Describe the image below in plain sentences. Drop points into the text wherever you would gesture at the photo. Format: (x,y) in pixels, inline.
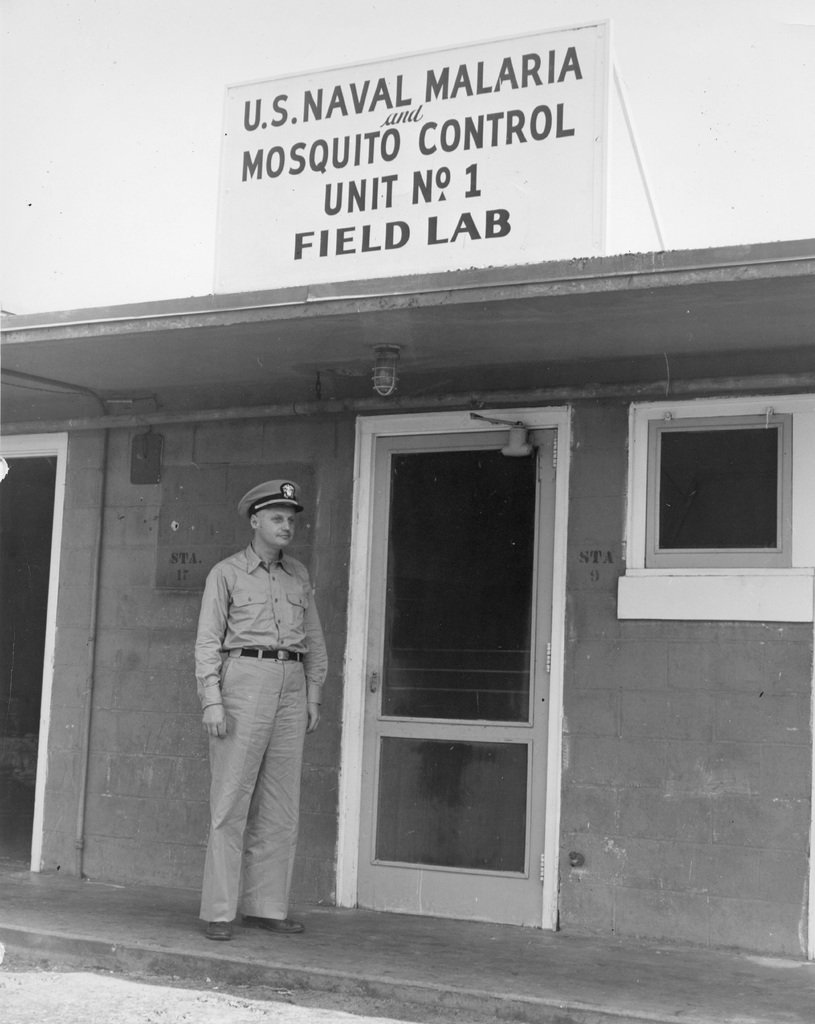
It looks like a black and white picture. We can see a man (273,801) is standing on the path (236,954) and behind the man (252,680) there is a wall (149,657) with a door (451,559) and a window (666,480). At the top (441,143) there is a light (391,378) and there is a board (344,159) on the roof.
